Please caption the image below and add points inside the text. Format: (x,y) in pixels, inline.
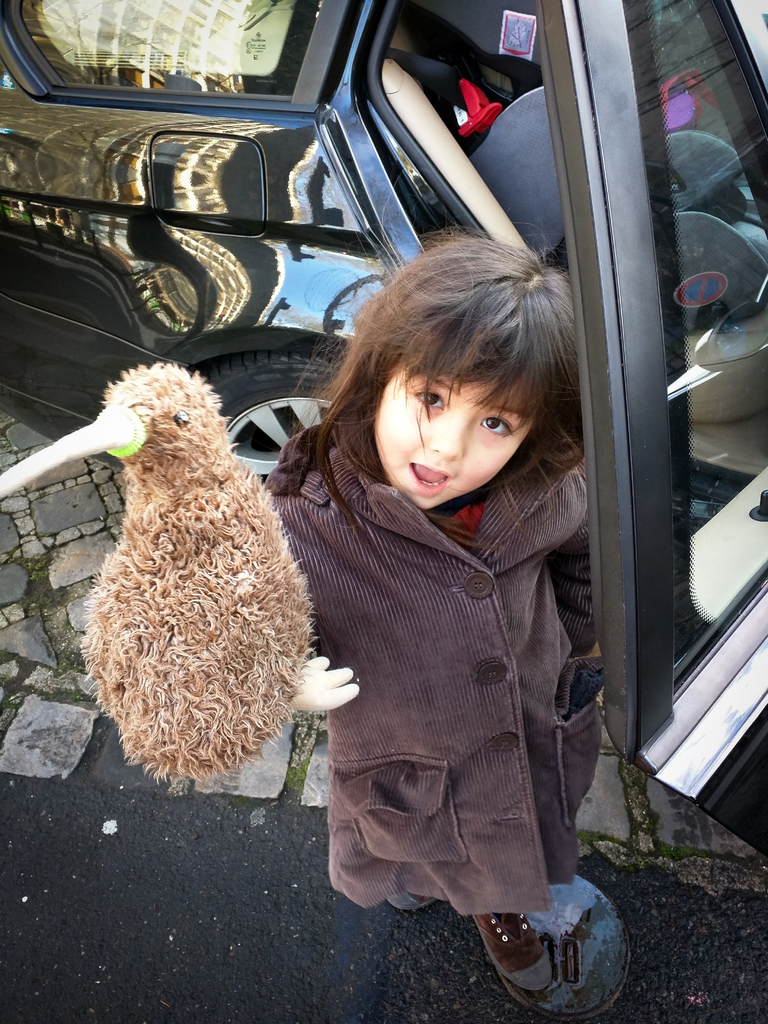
In the picture there is a girl (503,560) standing and catching a bird (259,601), behind her there is a car (169,292).
